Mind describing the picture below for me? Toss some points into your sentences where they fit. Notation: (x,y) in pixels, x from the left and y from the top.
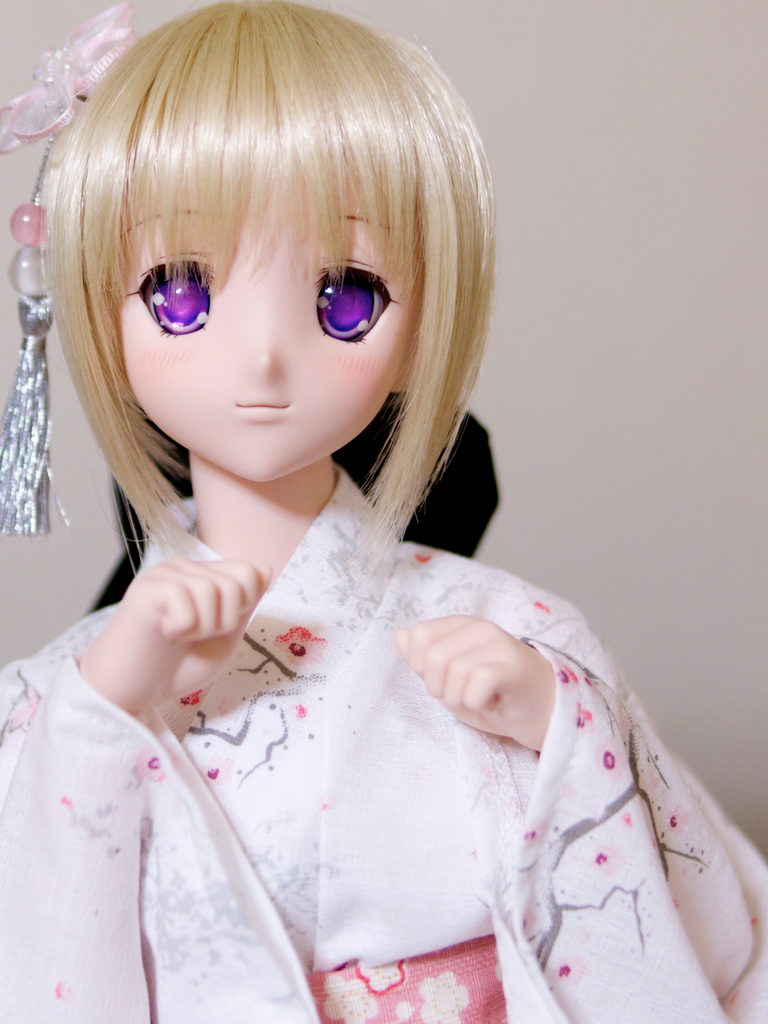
In the picture we can see a girl doll (136,737) with cream hair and white dress (194,927) and in the background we can see a wall (736,341).
